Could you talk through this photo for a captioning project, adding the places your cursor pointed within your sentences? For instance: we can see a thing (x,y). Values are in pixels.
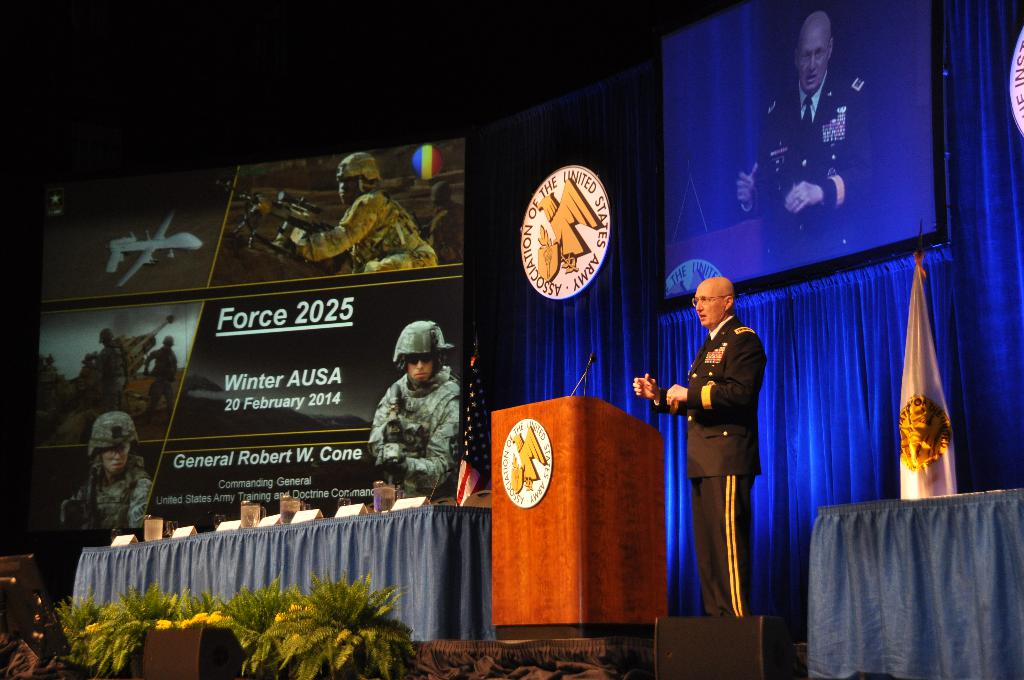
In this picture there is a person (738,391) standing and talking. There is a microphone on the podium (602,583) and there are glasses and boards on the table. At the back (848,386) there is a flag (914,411), curtain (839,334) and there is a screen (900,166), in the screen (770,51) there is a person (828,119) standing and talking. There is a hoarding (204,290). At the bottom (272,646) there are plants (240,630) and speakers (719,668) on the stage (424,675).
